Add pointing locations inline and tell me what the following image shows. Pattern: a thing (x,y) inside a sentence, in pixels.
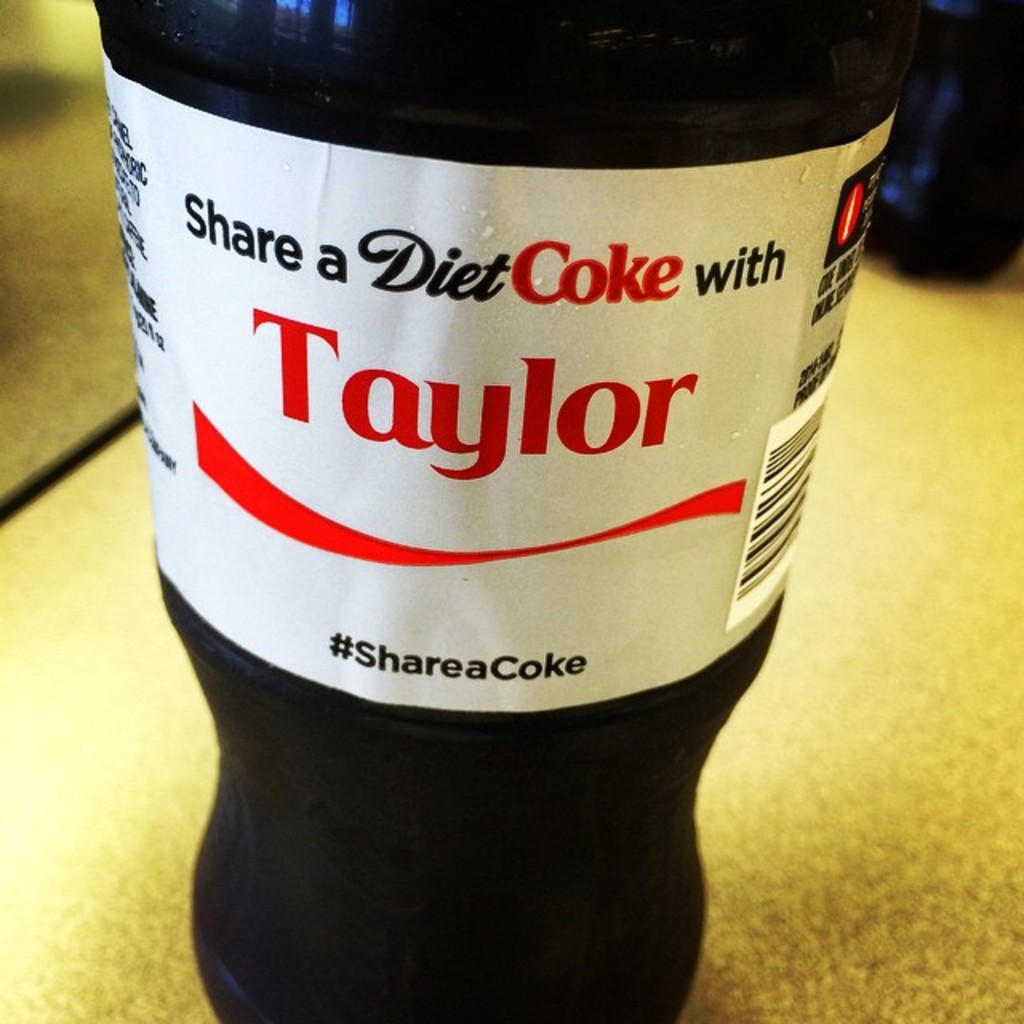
A diet coke bottle (419,565) is kept on a table (919,808). On this bottle (699,352) there is a white sticker (620,519). Far there is another bottle (1012,136).
